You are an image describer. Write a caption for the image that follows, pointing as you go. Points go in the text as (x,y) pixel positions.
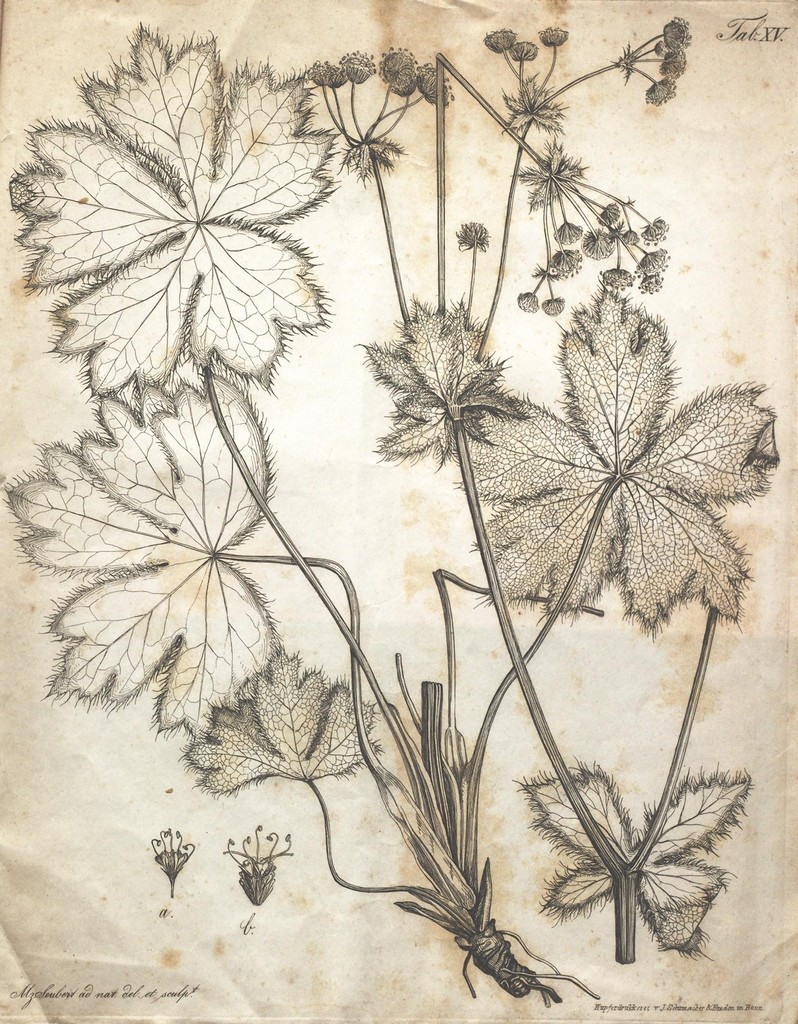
The image is looking like a paper (584,222), on the paper (308,272) we can see the design of a plant (348,758) with flowers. At the bottom (683,1006) there is text (698,1006).
